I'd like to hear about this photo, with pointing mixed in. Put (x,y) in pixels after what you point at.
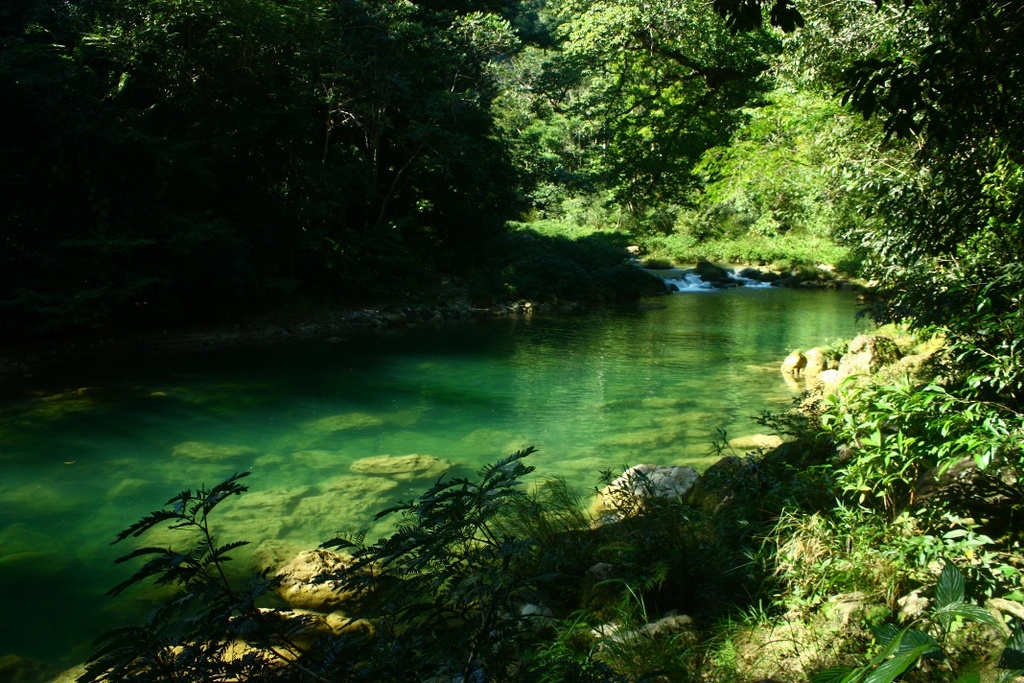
This image is taken outdoors. At the bottom of the image (474,546) there is a ground (782,573) with plants (798,611). In the middle of the image (631,447) there is a lake (151,434) with water (135,435). At the top of the image (589,135) there are many trees (633,216) and plants (976,269).
